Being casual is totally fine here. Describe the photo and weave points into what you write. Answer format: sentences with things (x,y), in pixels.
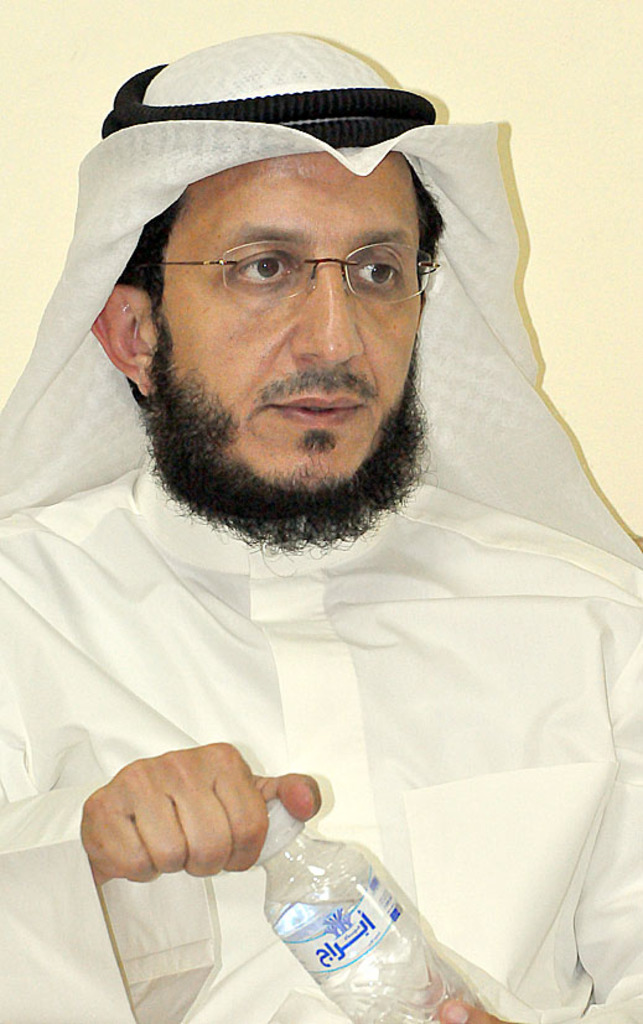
There is a person (642,837) in the center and he is holding a water bottle (395,1023) in his hand (227,808).
